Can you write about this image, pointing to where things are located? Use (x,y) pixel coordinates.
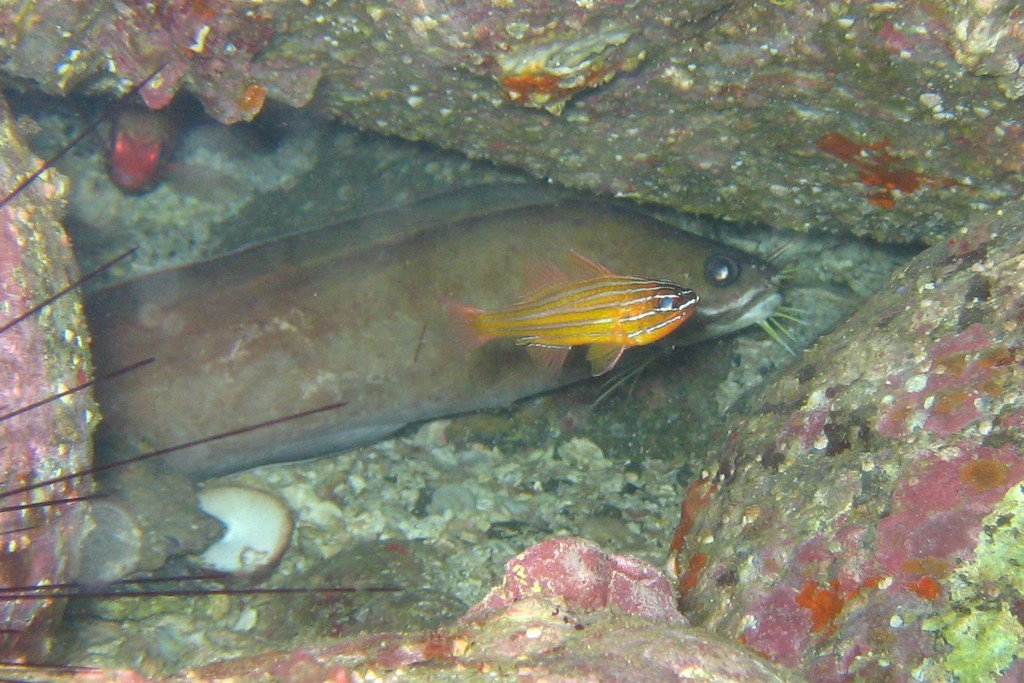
This image consist of two fishes (626,351). One is small, another one is big.
